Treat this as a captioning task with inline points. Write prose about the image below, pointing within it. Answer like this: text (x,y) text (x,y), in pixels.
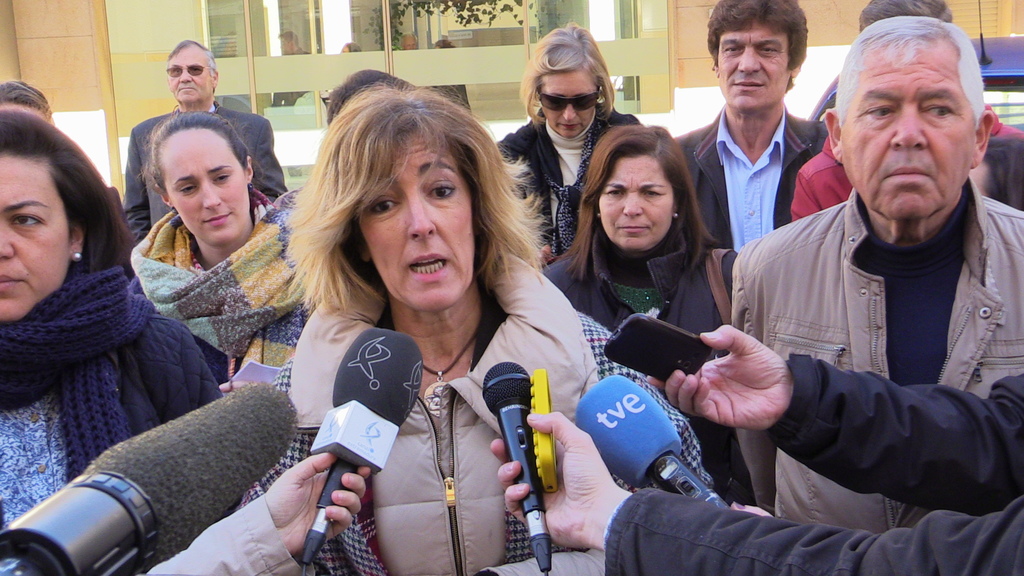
In the center of the image (616,214) we can see persons (331,312) mics (381,408) and mobile phones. In the background (16,16) we can see building (235,28), windows (525,41) and car (1007,77).
